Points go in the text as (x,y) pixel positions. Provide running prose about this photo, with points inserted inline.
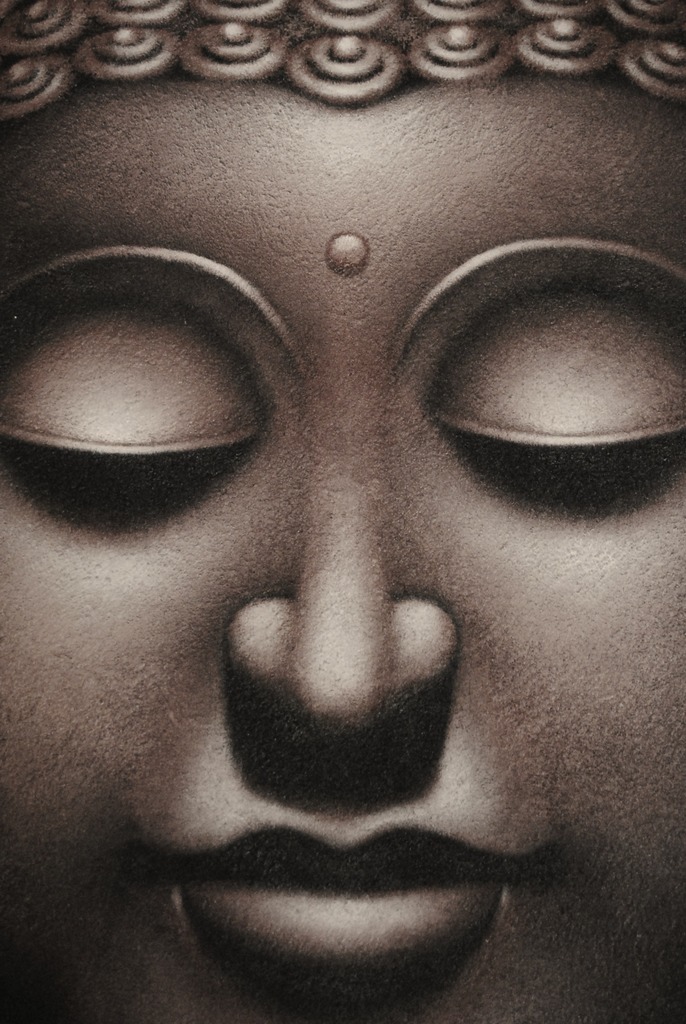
This is an image of a person's statue (360,339). In which, we can see there are eyes (221,392) closed, there is a nose (368,636), a mouth (484,860) and cheeks (60,733).
